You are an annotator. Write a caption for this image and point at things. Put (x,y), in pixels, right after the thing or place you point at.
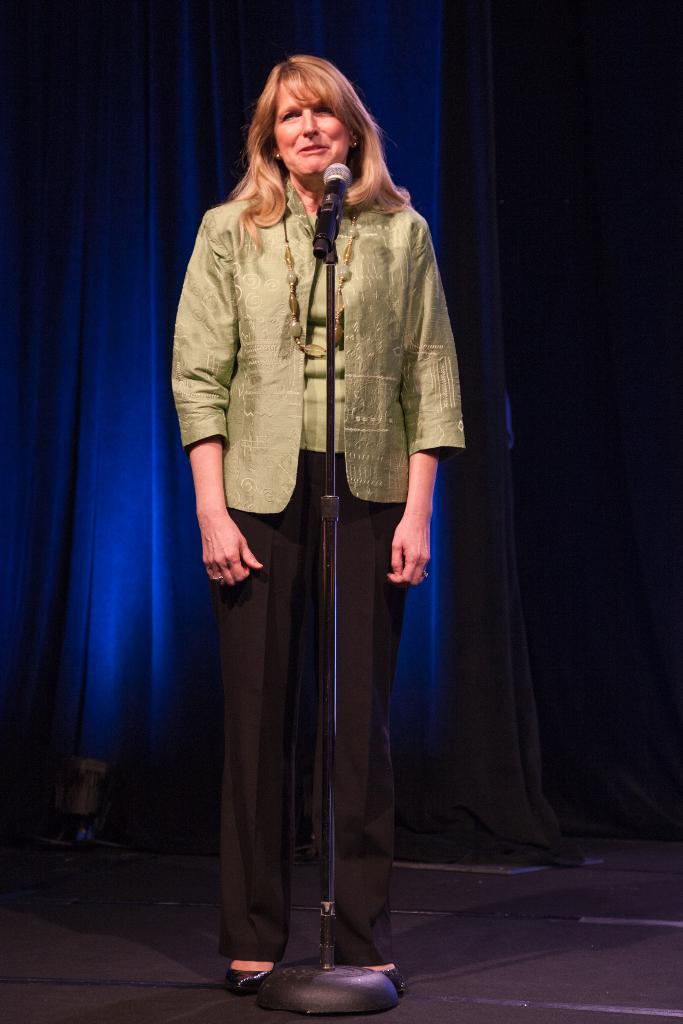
In the center of the image (345,473) we can see one person (381,434) standing and she is in a different costume (374,429). In front of her, we can see one stand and a microphone (330,218). In the background (536,301) there is a curtain (519,349).
